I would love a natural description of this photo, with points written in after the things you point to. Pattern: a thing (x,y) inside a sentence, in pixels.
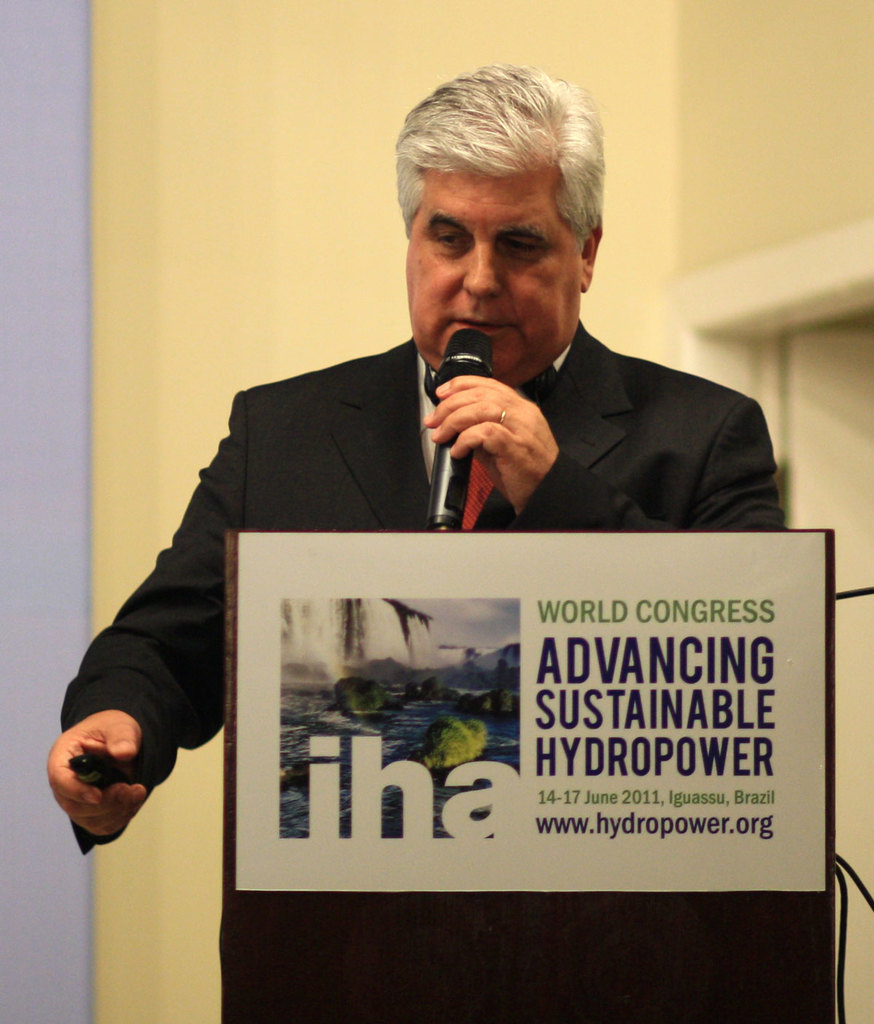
In a picture there is one man (503,480) wearing a black dress (629,485) and holding a microphone (441,500) in front of the podium (481,799) and a remote (84,778) in his hand (107,788), on the podium (649,799) there is a text (573,788) written.
